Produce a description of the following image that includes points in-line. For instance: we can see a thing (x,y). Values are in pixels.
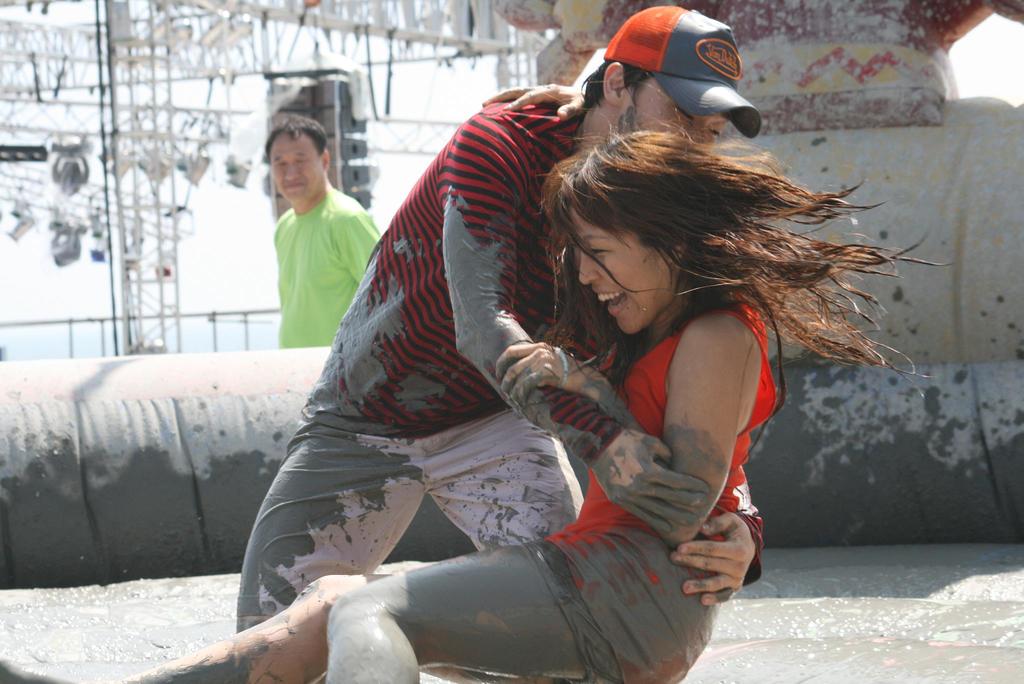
In the image we can see there are people (623,326) wrestling on the ground (791,613) and there is wet mud (864,628) on the ground (797,574). There is a person (299,244) standing and behind there are iron poles (202,17). There are lights (74,189) kept on the iron poles (170,186) and background of the image (162,199) is little blurred.
